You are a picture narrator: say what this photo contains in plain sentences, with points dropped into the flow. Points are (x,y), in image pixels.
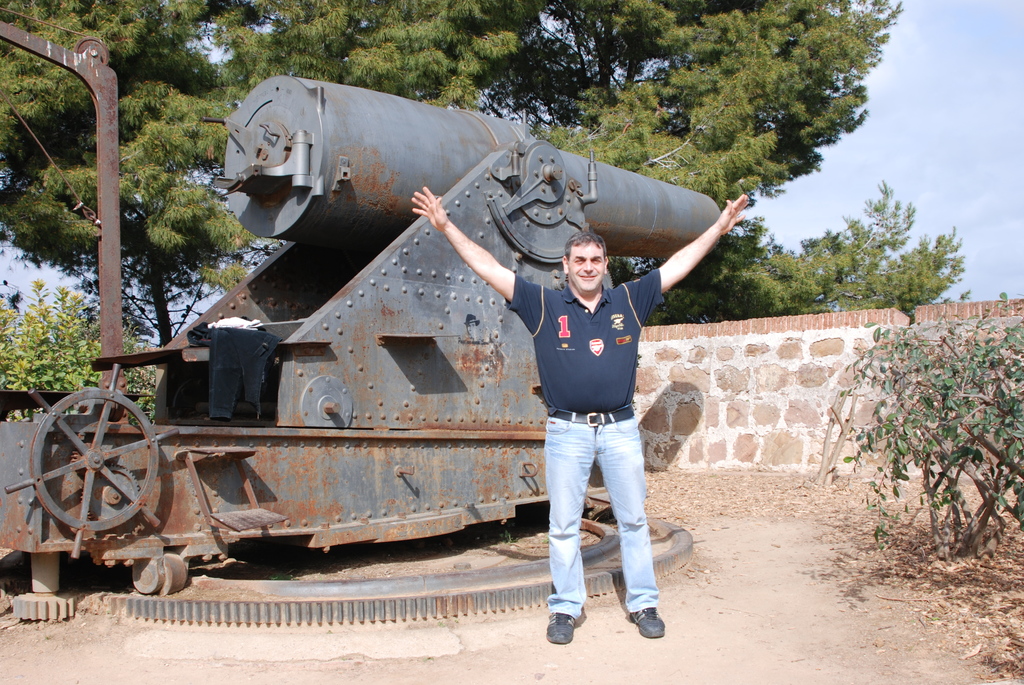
In this image I see a man (571,249) who is wearing a t-shirt (580,381) and jeans (628,431) and I see plants (887,443) over here and I see the ground (22,587). In the background (75,474) I see the iron thing (425,361) over here and I see the wall (897,367), few more plants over here, trees (142,280) and the sky (938,193).
